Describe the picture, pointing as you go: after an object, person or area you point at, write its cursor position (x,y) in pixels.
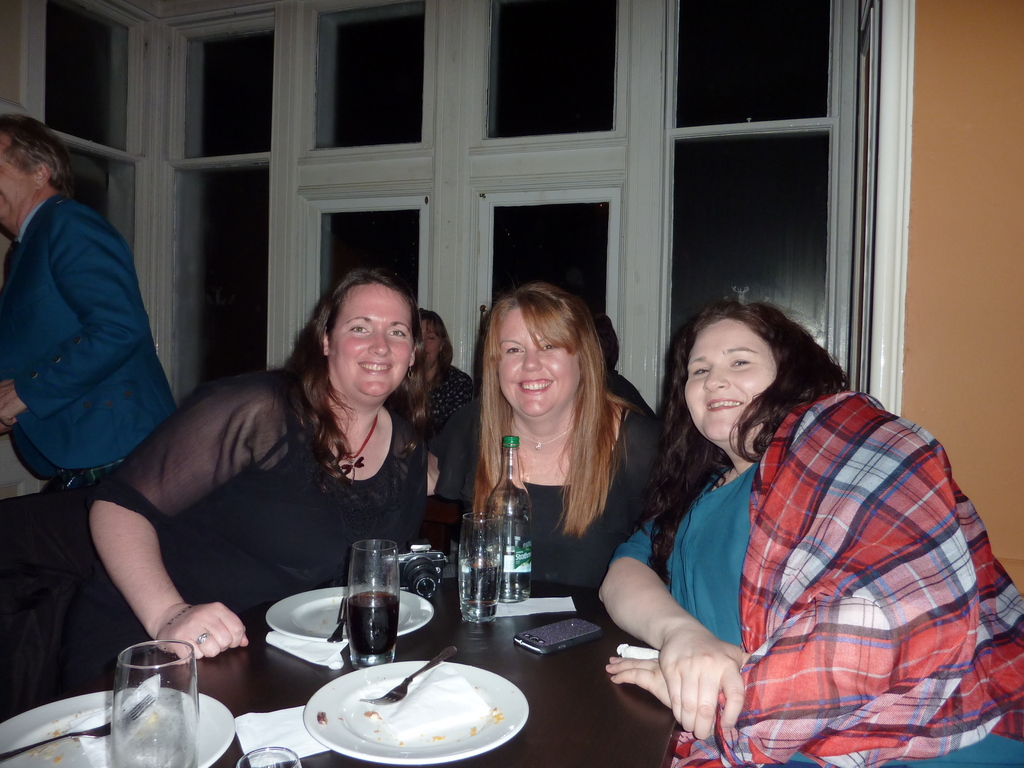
In this picture we can see some people (628,448) sitting in front of a table (640,700), there is a bottle (522,547), three glasses (469,574), a camera (422,588), three plates (402,620), a mobile phone (540,648) present on the table (556,672), we can see forks (405,693) in these plates (348,680), we can see tissue papers (290,722) here, in the background (548,181) we can see windows (428,126).
